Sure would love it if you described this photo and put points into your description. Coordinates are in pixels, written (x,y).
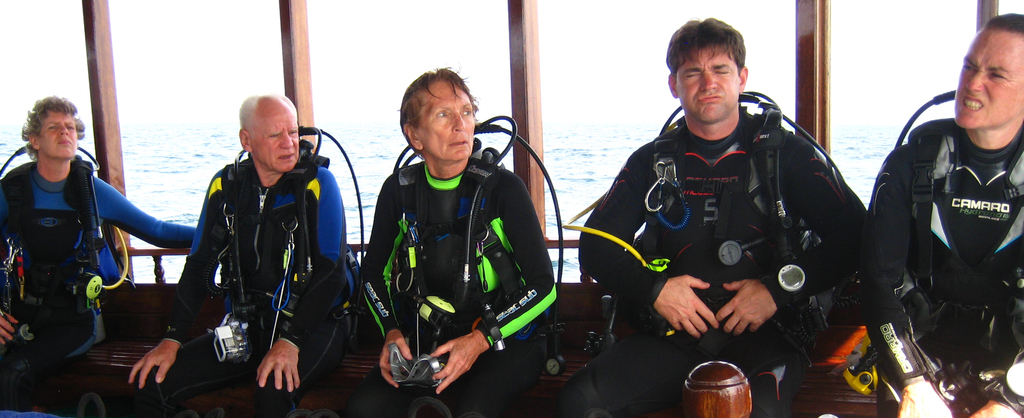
In the image there are a group of people (702,236) sitting in the foreground (492,417), all of them are wearing wetsuits (549,269) and some other objects (410,288), behind them there is a water surface (338,159).
